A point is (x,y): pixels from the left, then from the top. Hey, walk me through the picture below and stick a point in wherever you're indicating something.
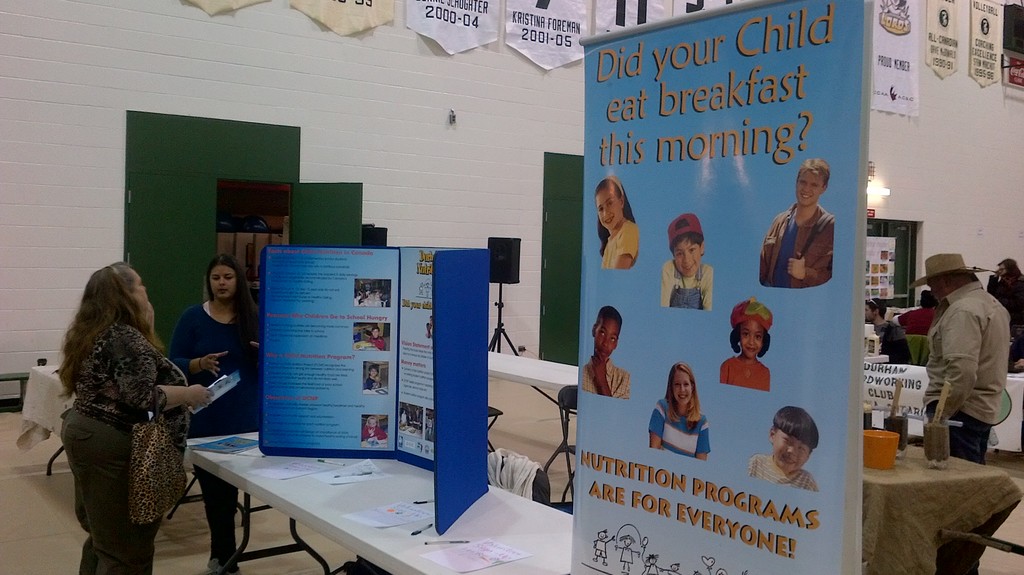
This image is taken indoors. At the bottom of the image (58,505) there is a floor (66,520). In the background (530,196) there is a wall (74,52) with many posters (521,26), sign boards (892,239) and doors (254,203). On the left side of the image (228,265) two women (103,352) are standing on the floor (272,562), there are a few tables (346,489) with a few things (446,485) on it and there is a banner (427,303) with a text (290,303) on it. On the right side of the image (992,384) a few people (1004,267) are standing and a few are sitting. There are a few tables (954,482) with many things (896,425) on them and there is a banner (801,280) with a few pictures (695,389) and text (673,58) on it.
